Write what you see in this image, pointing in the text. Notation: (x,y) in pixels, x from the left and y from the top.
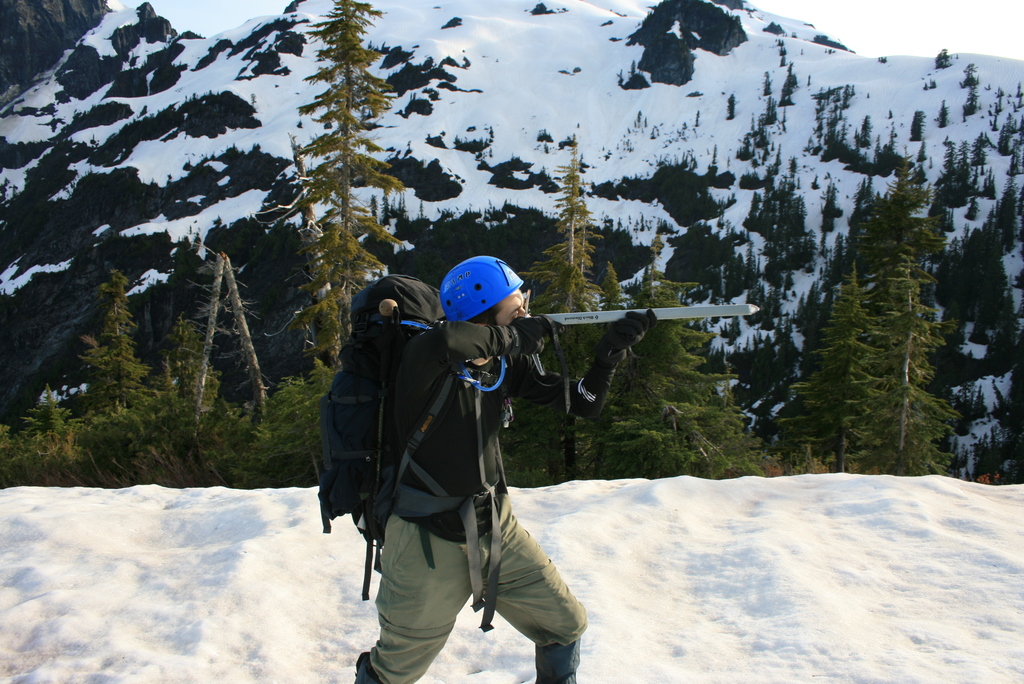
In this image we can see a person (407,461) wearing black color top (441,479) and green pant (421,612), wearing blue color helmet (477,281), carrying backpack (432,313) and holding some object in his hands (517,333) standing on snow (586,543) and in the background of the image (107,429) there are some trees (750,280), some snow mountains (529,162) and top of the image (863,0) there is clear sky (1000,43).
